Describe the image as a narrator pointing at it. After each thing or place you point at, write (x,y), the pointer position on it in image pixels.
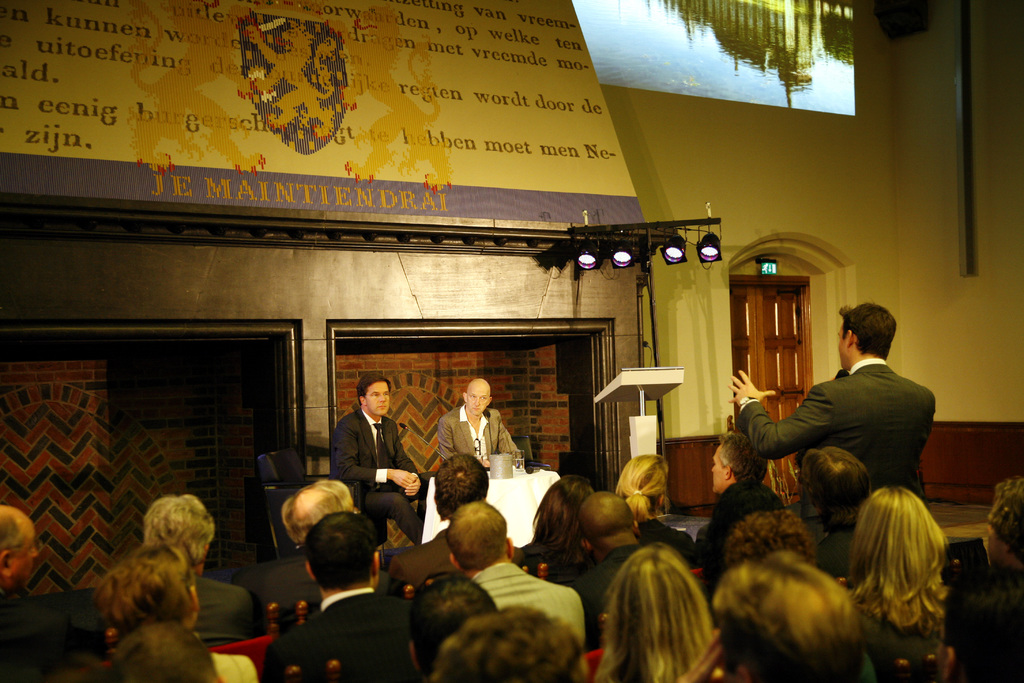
At the bottom of the image (257,581) few people (184,676) are sitting and a person (840,315) is standing. In front of them we can see a table (499,483), on the table (526,483) there are some products (491,455) and there is a podium (603,397). Behind the table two persons (474,443) are sitting. Behind them there is wall (304,441), on the wall (337,401) there is a banner (562,165).
